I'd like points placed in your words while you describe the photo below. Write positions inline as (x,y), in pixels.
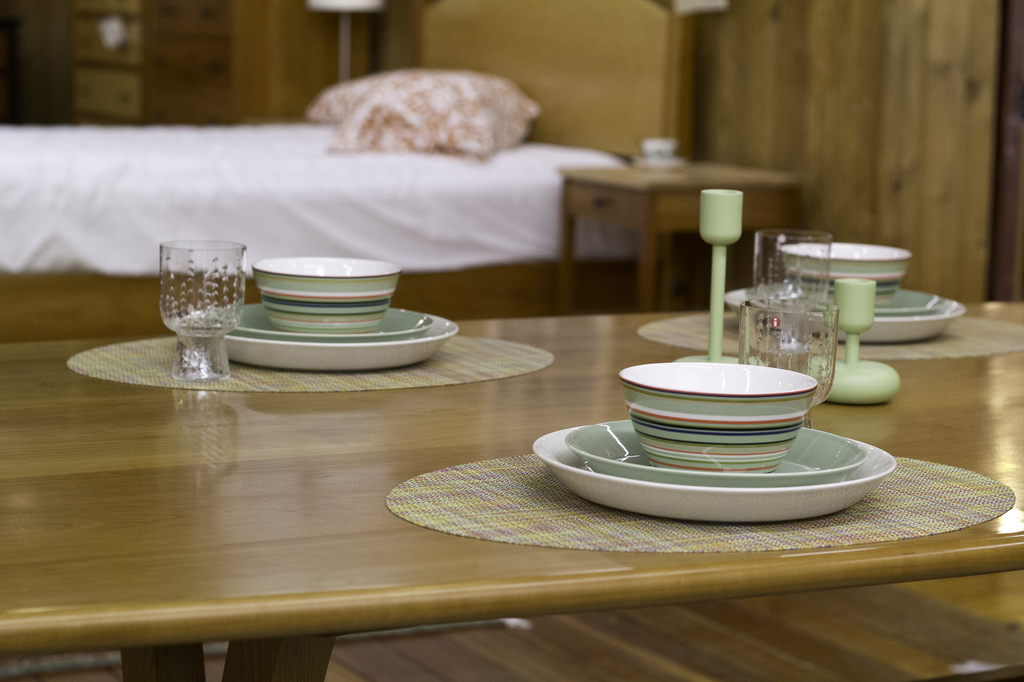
As we can see in the image there is a bed (349,166), pillow (429,138), table (465,436) and on table (219,546) there are glasses (215,362), mat (417,377), bowls (343,286) and plates (393,353).
